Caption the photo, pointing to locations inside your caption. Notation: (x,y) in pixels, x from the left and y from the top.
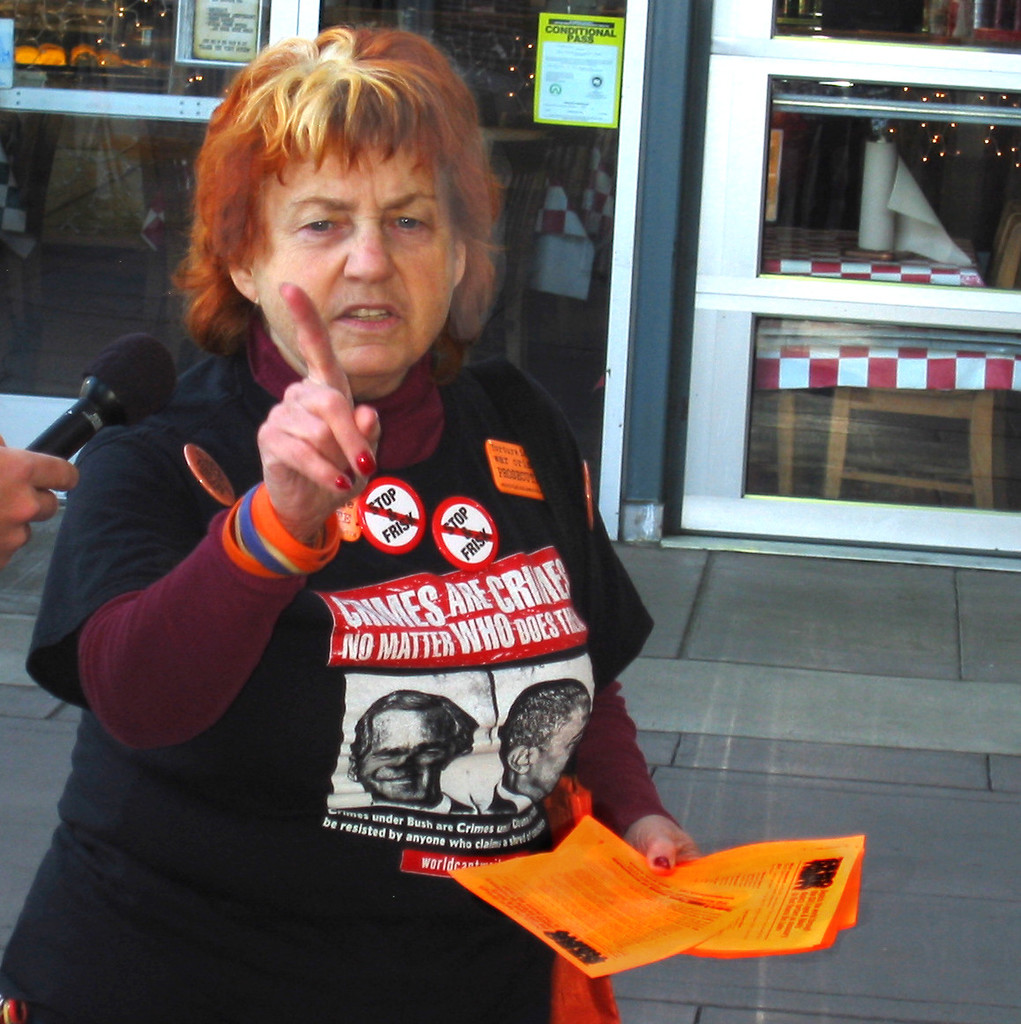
In this image, we can see a lady (462,776) holding papers (553,905) and on the left (68,474), there is a person's hand (46,474) holding mic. In the background (849,193), there is a door (795,344).
